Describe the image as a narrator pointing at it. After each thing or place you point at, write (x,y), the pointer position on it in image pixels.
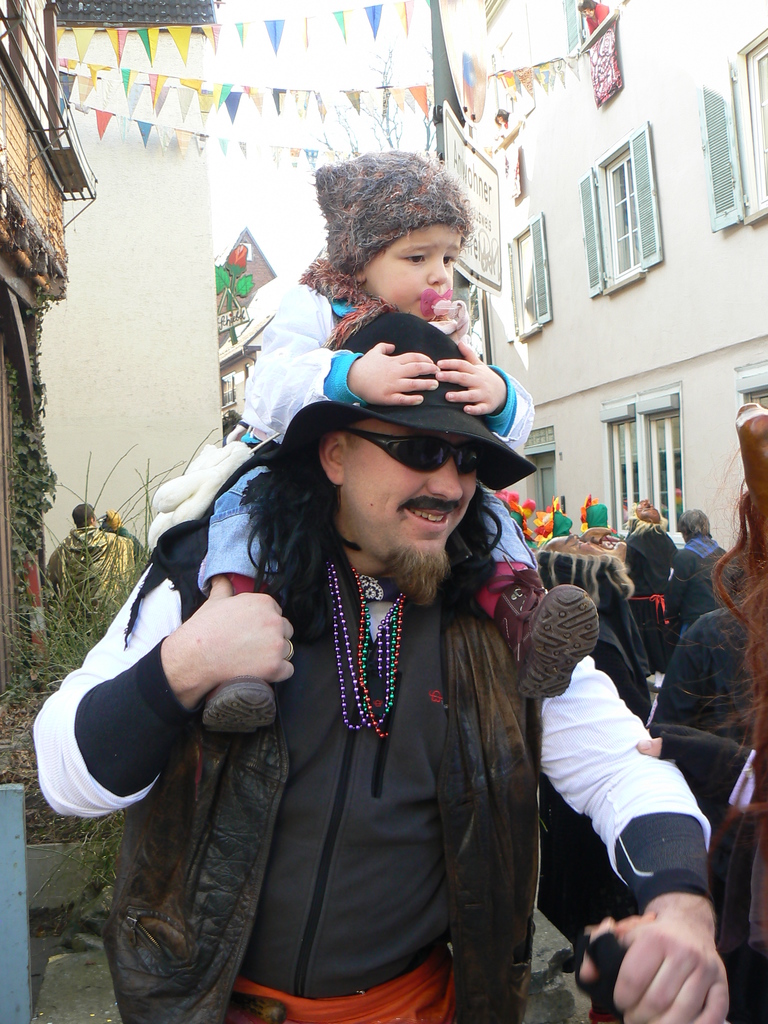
In this image in the front (323,692) there is a man (370,752) holding a baby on his shoulder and smiling. On the right side (737,707) there are persons (745,742) standing. In the background (582,304) there are buildings (123,347), plants (65,665), there are flags (111,114) and there are persons (666,587) and at the top (284,106) there is sky (309,73).
